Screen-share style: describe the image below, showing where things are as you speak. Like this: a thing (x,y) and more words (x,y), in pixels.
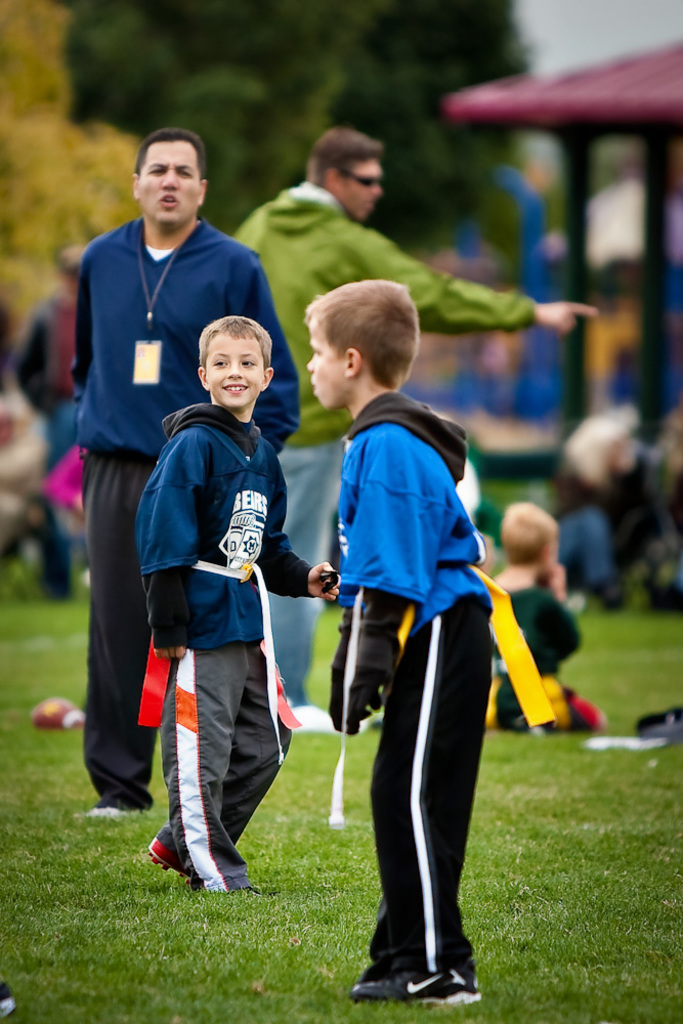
In this picture we can see a group of people (350,309) where some are sitting and some are standing on the ground (323,888) and in the background (360,88) we can see trees (360,88), shed (635,100) and it is blurry.
